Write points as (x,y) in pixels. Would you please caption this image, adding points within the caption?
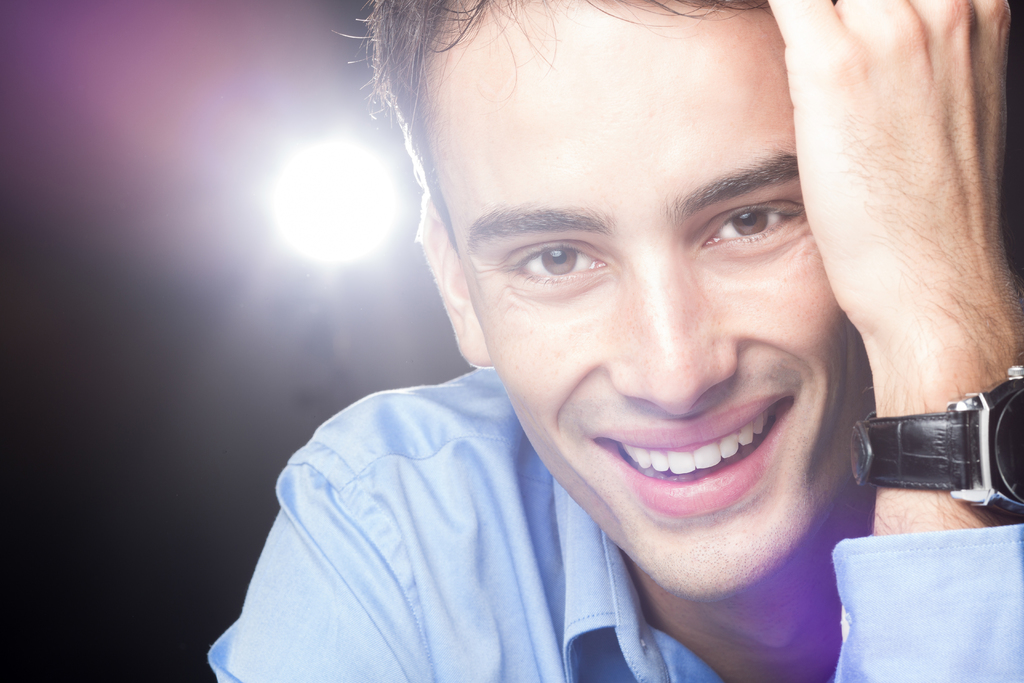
In this image we can see a person (790,458) smiling. On the person's hand (971,512), we can see a watch (945,420). Behind the person (981,345) we can see a light (268,202).
